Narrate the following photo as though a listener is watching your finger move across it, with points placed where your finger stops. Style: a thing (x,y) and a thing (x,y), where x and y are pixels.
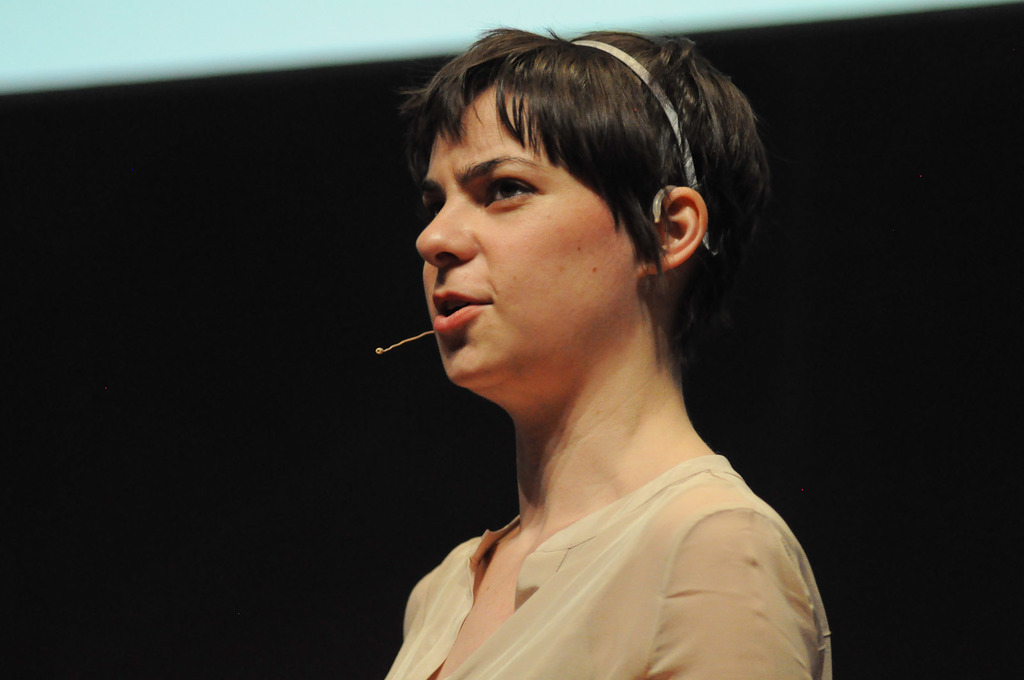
In this image we can see a lady (545,359) at the center of the image (518,368) is talking and there is a microphone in front of her, the background (207,508) is dark.
